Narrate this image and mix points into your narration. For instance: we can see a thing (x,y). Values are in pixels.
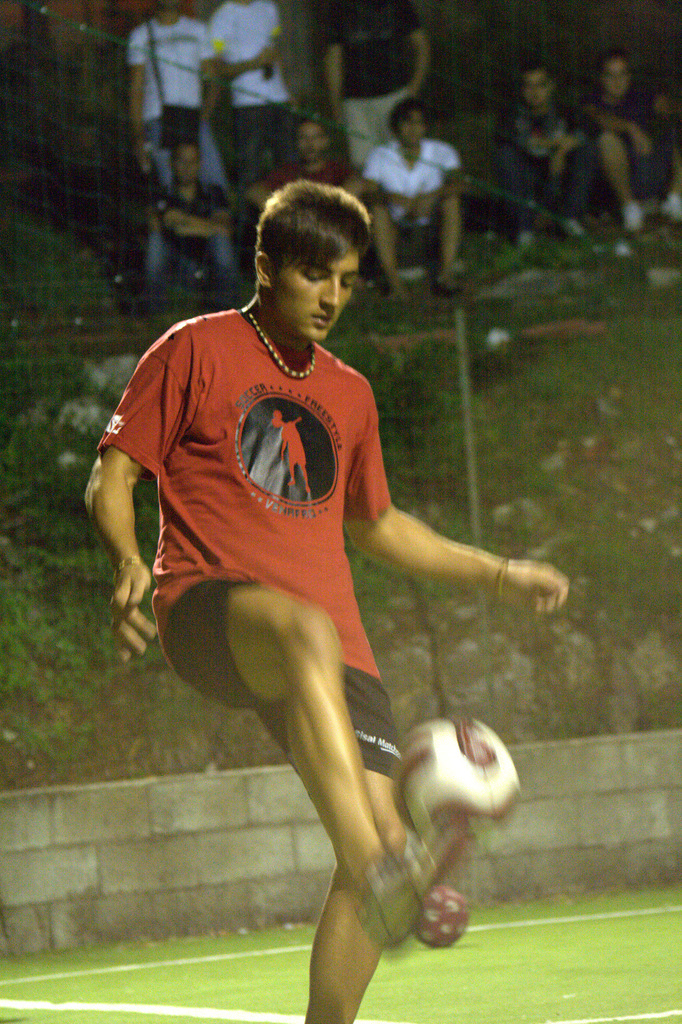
In this picture we can see a person (313,472) playing football in the ground (42,1007). A compound wall (30,937) is visible from left to right. We can see some plants (56,496) on the path (414,604). Few people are sitting and some people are standing on the path (472,236). There is a net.
